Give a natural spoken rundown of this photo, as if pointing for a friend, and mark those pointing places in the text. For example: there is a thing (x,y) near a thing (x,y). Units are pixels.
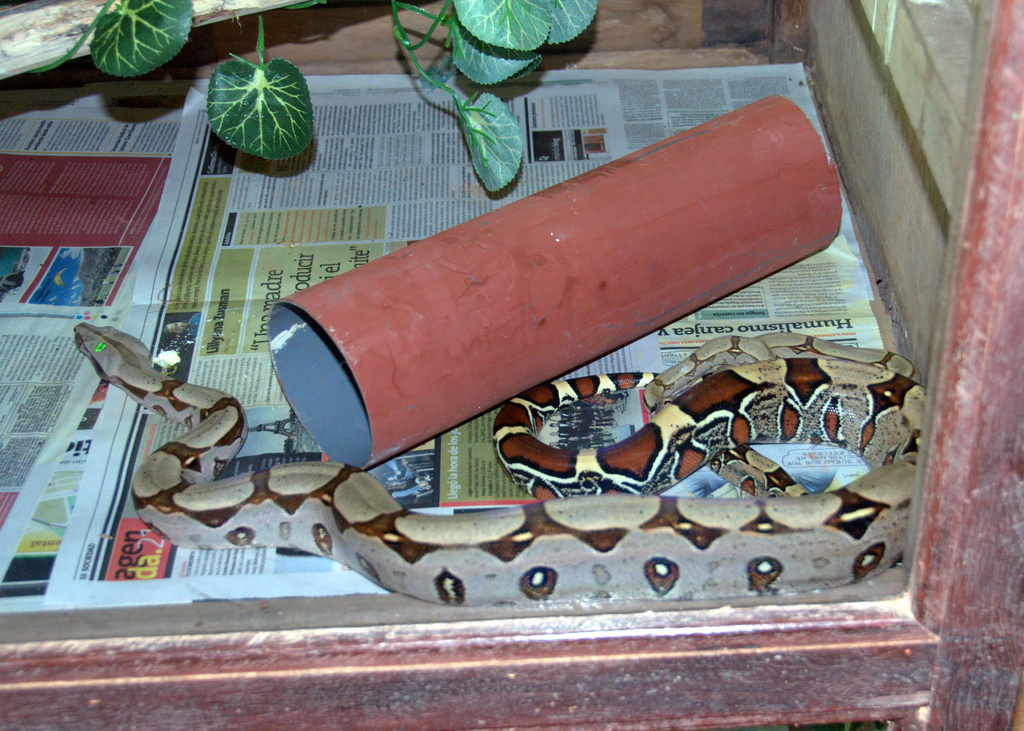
In this image we can see a snake (446,554), news papers (121,560), a pole (361,366) and a plant (487,150) in a glass container (382,615).
